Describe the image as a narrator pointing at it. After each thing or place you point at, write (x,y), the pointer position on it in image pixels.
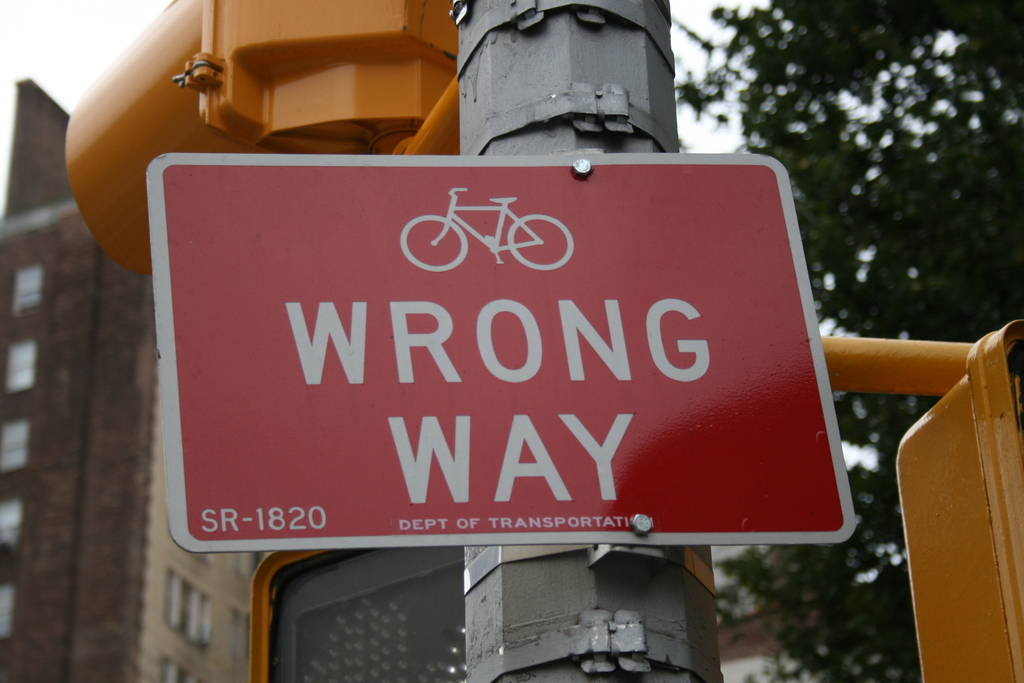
There is a red color board (544,408) which has wrong way written on it is attached to a pole (581,559) behind it and there are trees (817,164) and a building (99,472) in the background (80,485).
